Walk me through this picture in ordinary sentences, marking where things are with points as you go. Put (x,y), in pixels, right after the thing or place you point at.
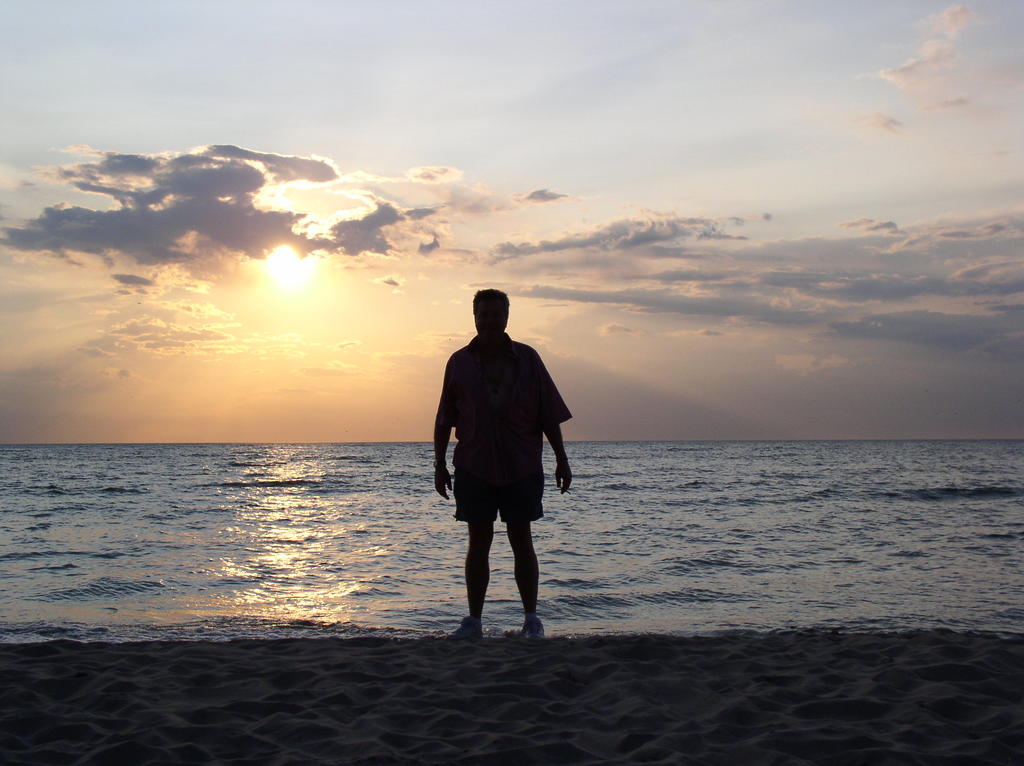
In the center of the image (442,483) there is a person (494,309) standing. At the bottom of the image (530,693) there is sand (562,660). In the background of the image (220,432) there is sky (420,401), clouds (146,241), sun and water (344,519).
